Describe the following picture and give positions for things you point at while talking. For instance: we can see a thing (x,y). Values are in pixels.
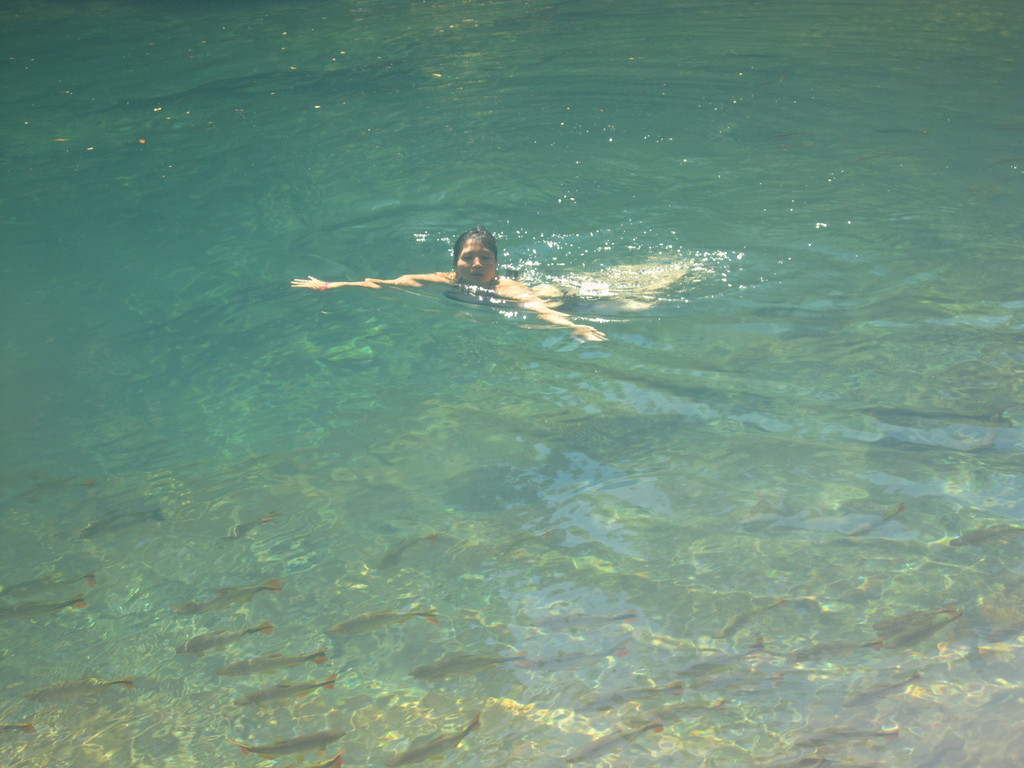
In this picture I can see a woman (658,281) swimming in the water (499,153).
